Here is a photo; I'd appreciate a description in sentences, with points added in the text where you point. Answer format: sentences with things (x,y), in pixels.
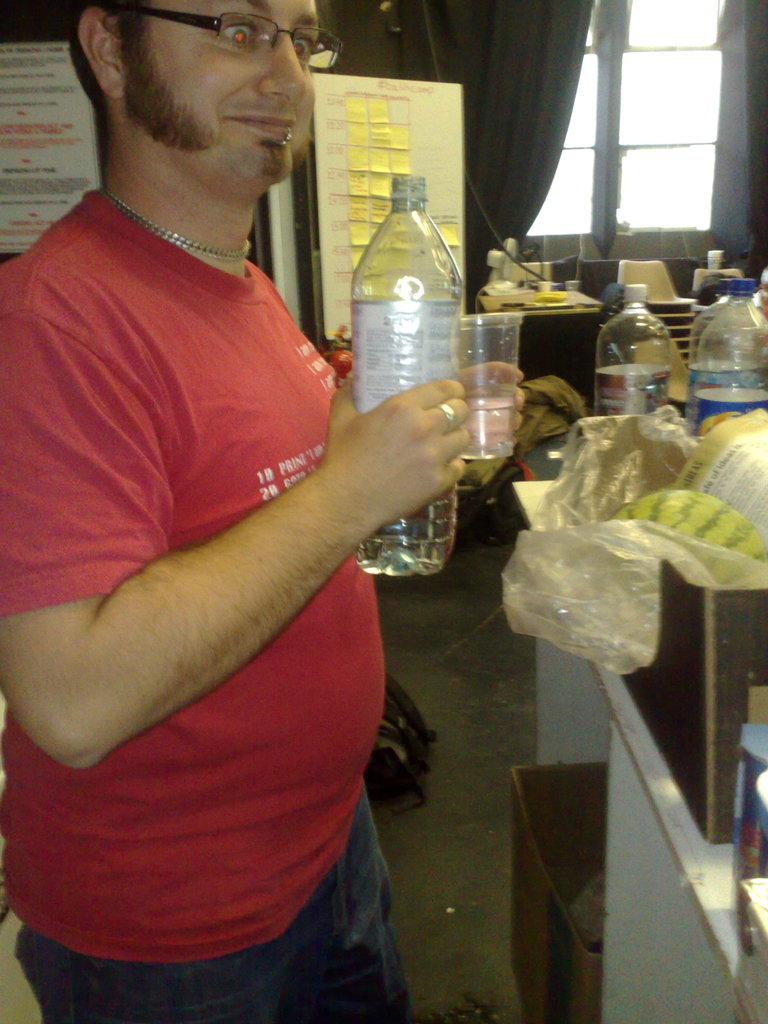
In this image I see a man (116,517) who is standing and he is holding a bottle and a glass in his hands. In front of him I can see a table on which there are few things (517,579) on it. In the background (761,258) I see the window (546,228), curtain (517,207) and few papers (370,102) over here.
